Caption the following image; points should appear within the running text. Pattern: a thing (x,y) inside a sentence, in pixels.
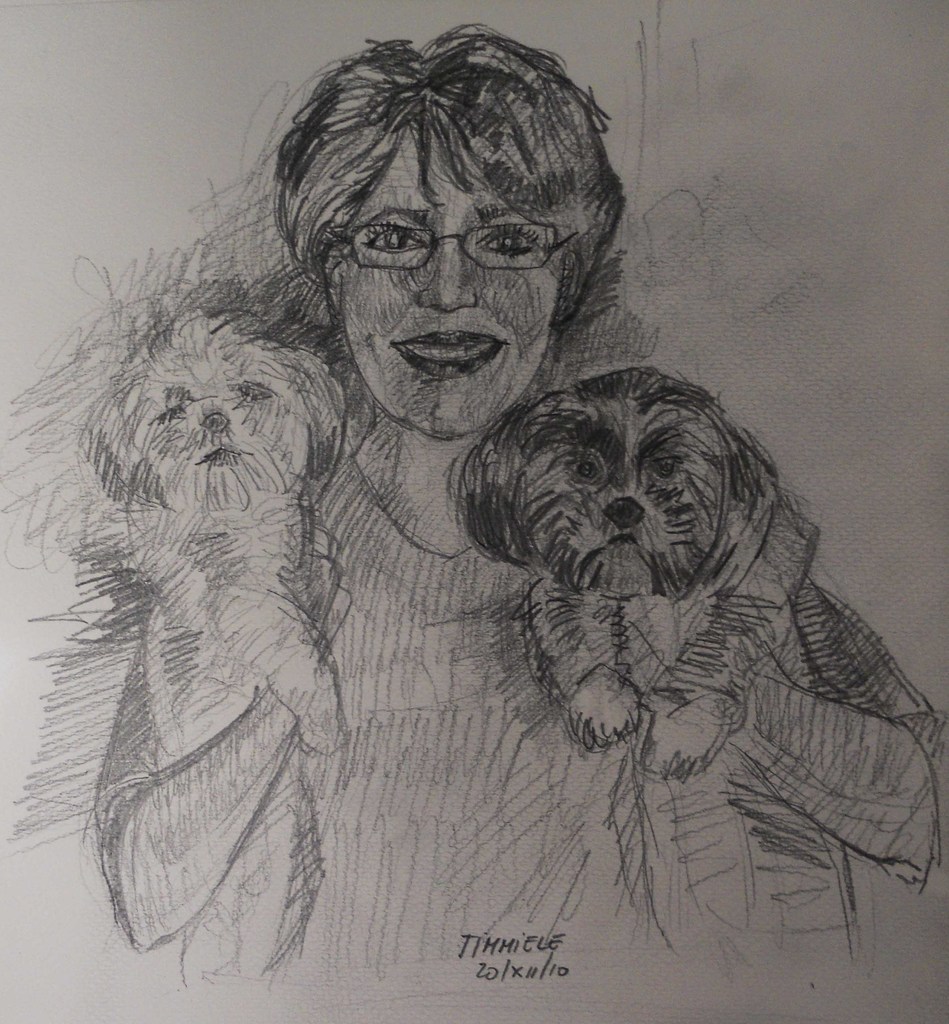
In this picture we can see a paper (688,648), there is a sketch (688,648) of a person (437,624) and dog (605,589) on the paper (609,565), there is some text (545,961) at the bottom (534,961).
